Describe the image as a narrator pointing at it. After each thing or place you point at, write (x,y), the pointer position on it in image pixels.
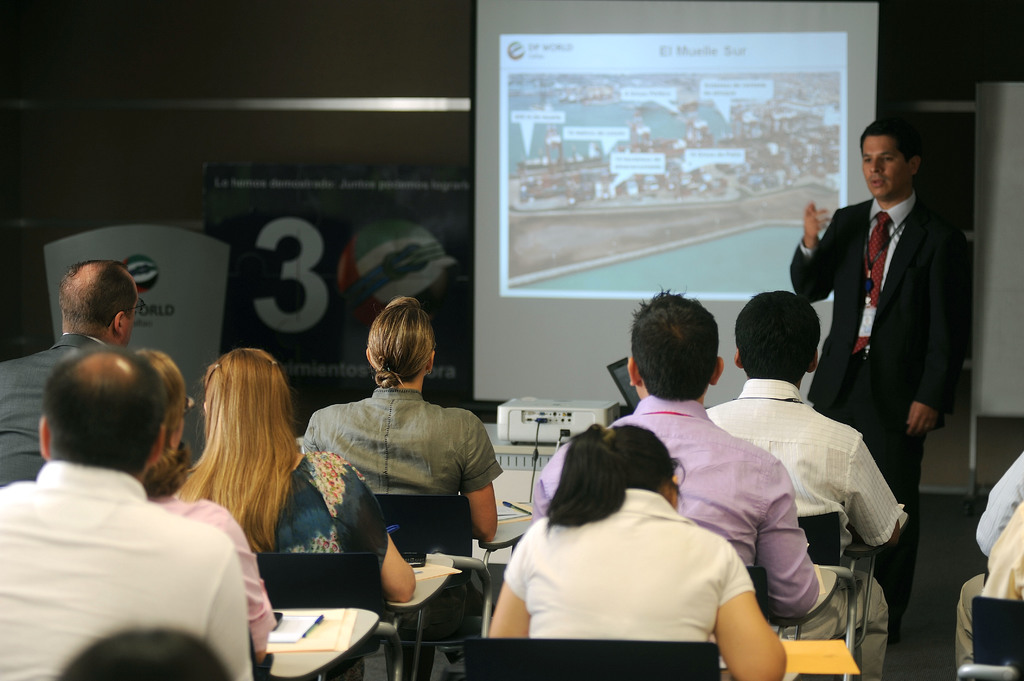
In this image there are group of people (588,490) who are sitting, and in front of them there are some boards (499,547). On the boards (520,524) there are some papers (310,623), pens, on the right side (869,289) there is one person (875,238) standing and talking. And in the background (591,25) there is a screen (562,242) and some boards (381,212), on the boards (299,273) there is text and wall (33,175). On the right side of the image (994,261) there is another board (1009,341).
